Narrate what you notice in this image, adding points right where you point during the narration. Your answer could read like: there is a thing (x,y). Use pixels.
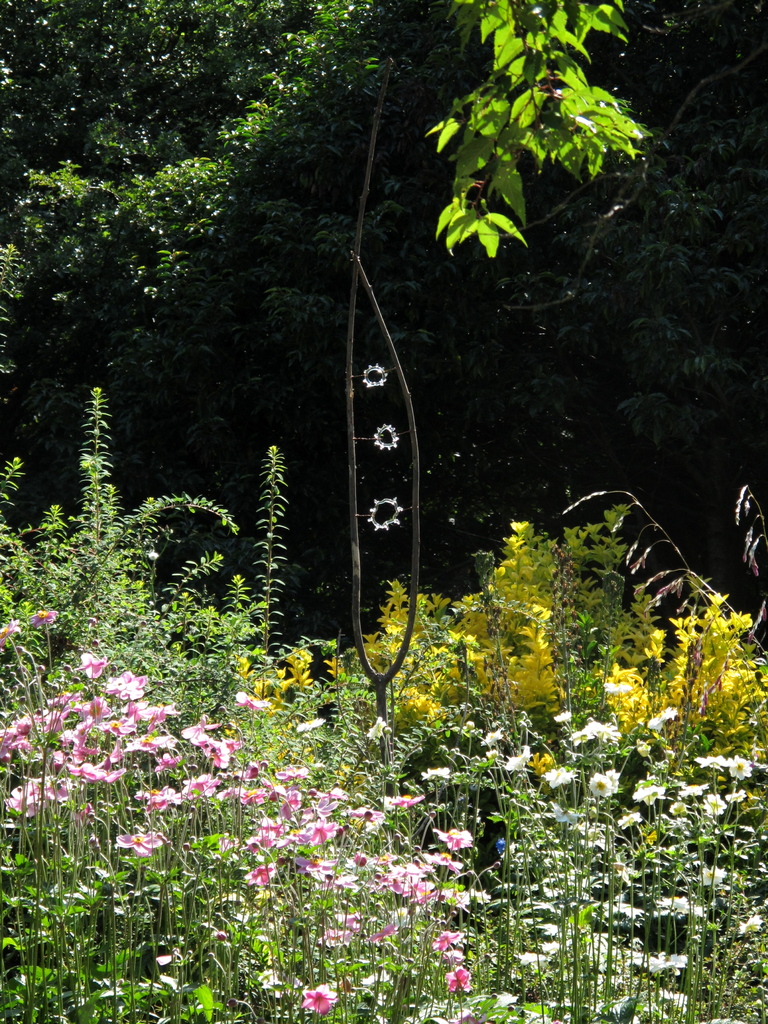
In the center of the image (321,427) there are trees (542,435). At the bottom (142,853) we can see plants (197,798) and there are flowers (177,759).
